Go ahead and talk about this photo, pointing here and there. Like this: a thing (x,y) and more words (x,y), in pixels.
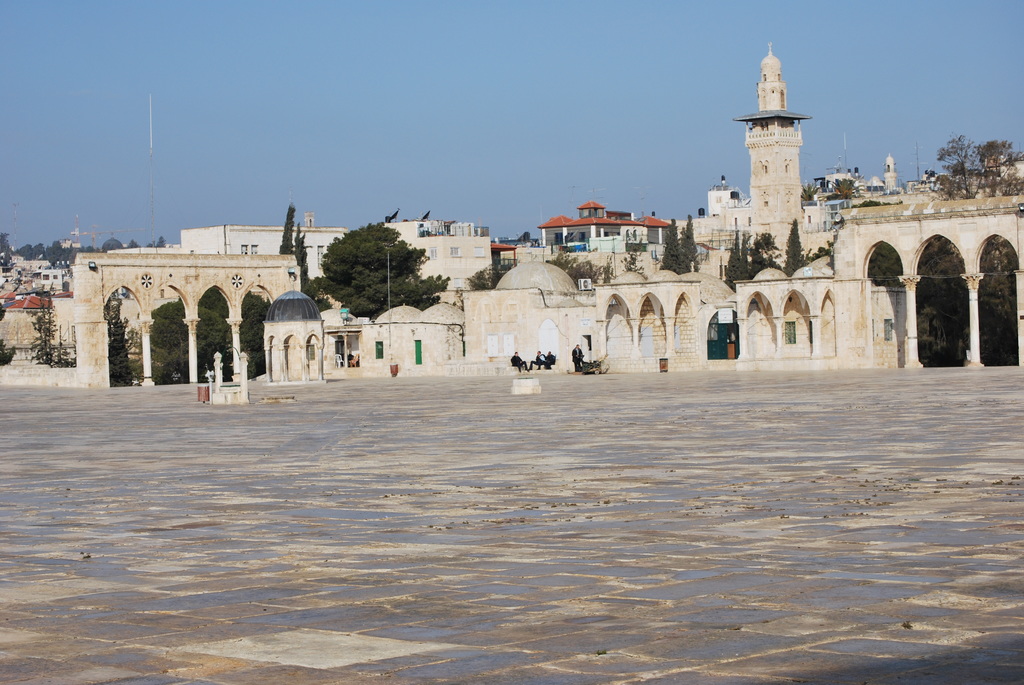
In the picture I can see so many buildings (574,307), trees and few people (518,362) are sitting in front of the building (383,356).
